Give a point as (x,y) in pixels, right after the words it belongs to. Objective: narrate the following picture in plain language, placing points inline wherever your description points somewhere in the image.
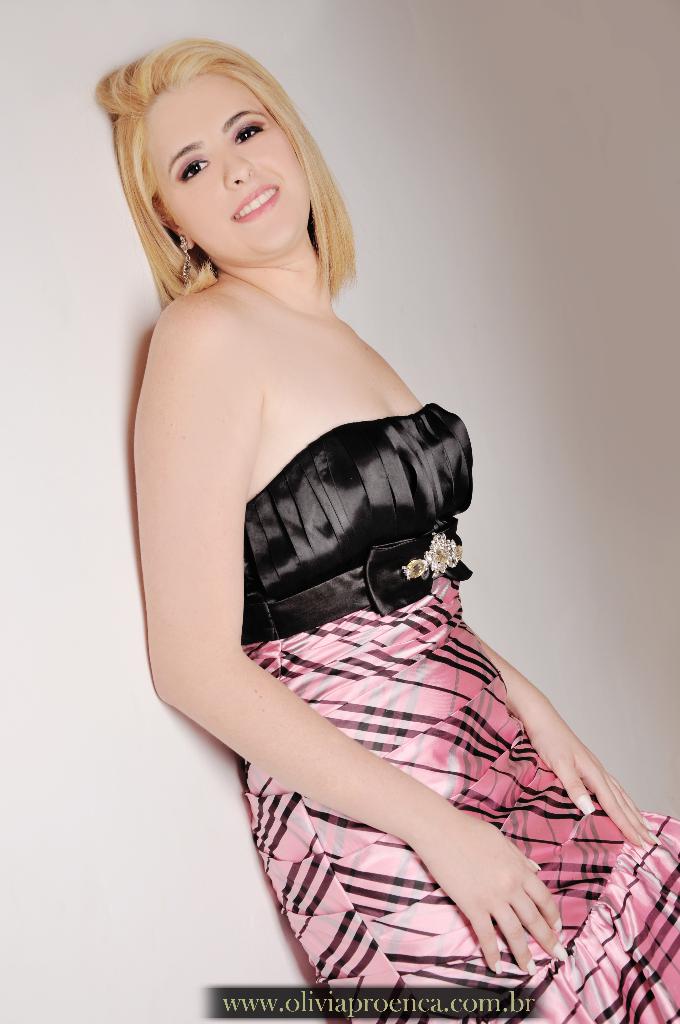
In the middle of the image (426,579), there is a woman (443,726) in a black and pink color combination dress (443,726) leaning on a white color wall (251,25). At the bottom of the image (510,997), there is a watermark (482,1017).
